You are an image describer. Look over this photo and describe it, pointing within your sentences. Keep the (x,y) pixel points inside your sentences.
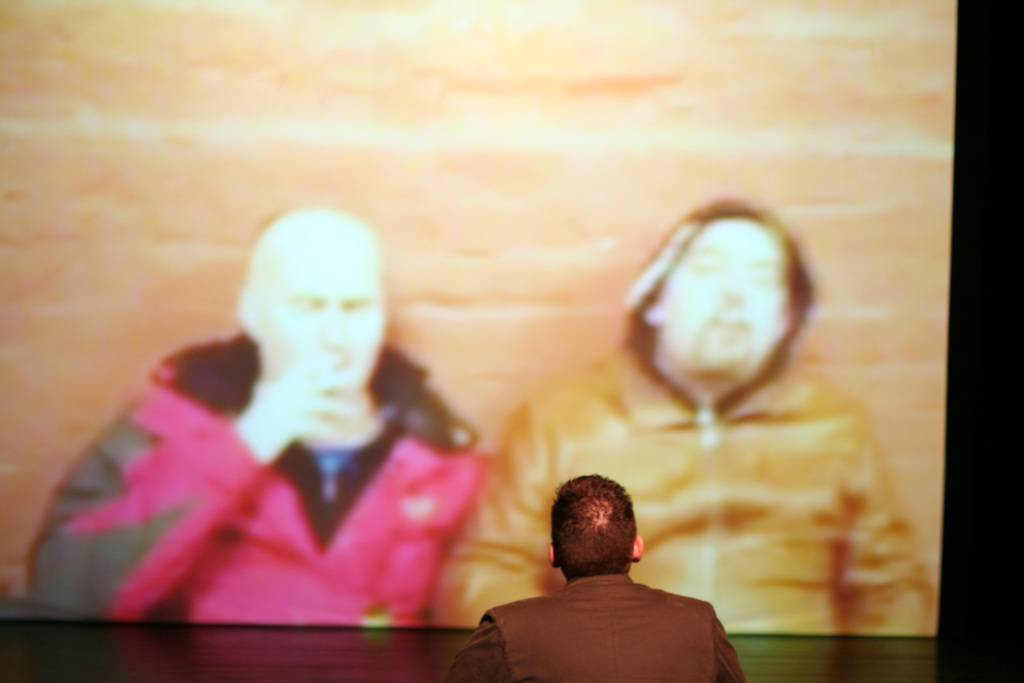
Here in this picture we can see a digital screen (50,55) present over there, in which we can see two persons (301,418) wearing jackets (184,437) on them present over there and in the front (594,496) we can see another person (611,518) watching it.
